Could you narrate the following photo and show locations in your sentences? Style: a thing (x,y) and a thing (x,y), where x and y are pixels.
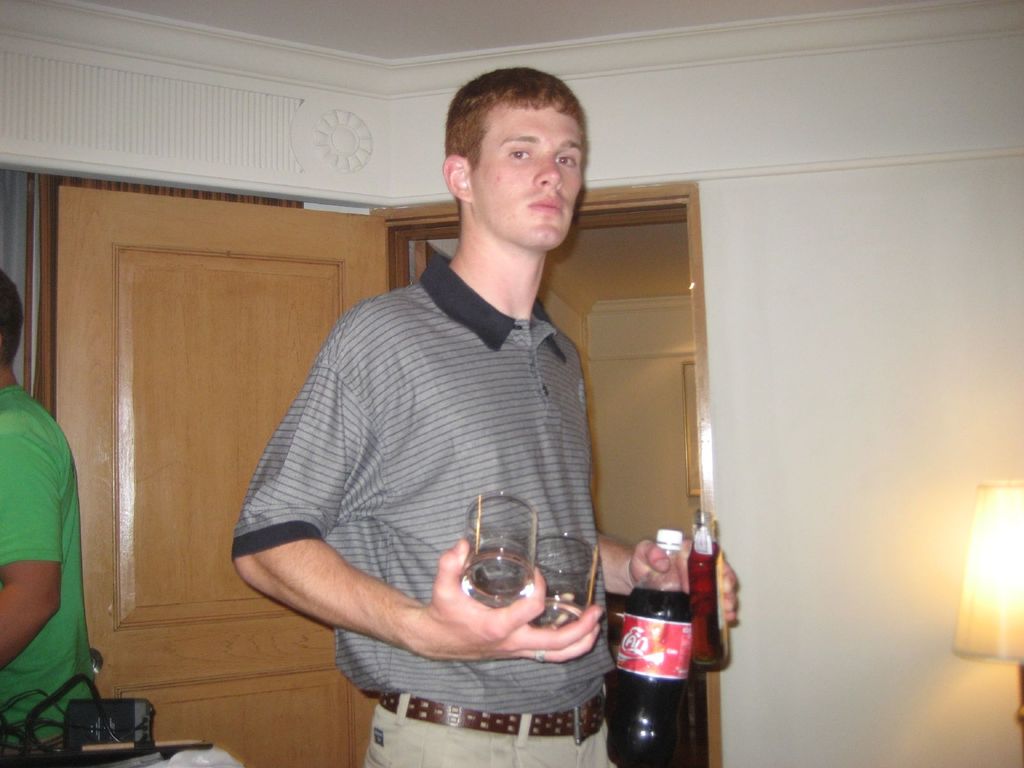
As we can see in the image there is a white color wall (768,387), lamp (965,648) and two people (360,542) standing over here. The man (475,470) who is standing here is holding bottle (654,601) and glasses (547,598).
